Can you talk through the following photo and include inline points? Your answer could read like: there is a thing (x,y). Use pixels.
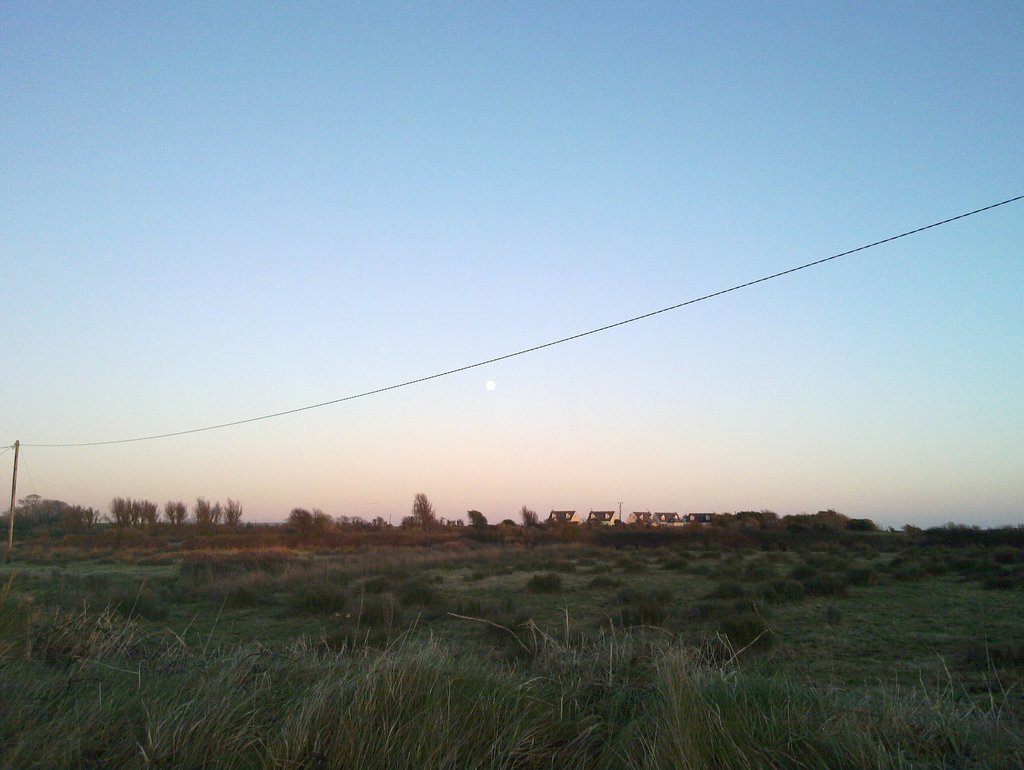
Land (289,727) is covered with grass (861,641). Far there are trees (64,509). This is current pole (18,463) with cable (493,360). Sky (526,155) is in blue color.
